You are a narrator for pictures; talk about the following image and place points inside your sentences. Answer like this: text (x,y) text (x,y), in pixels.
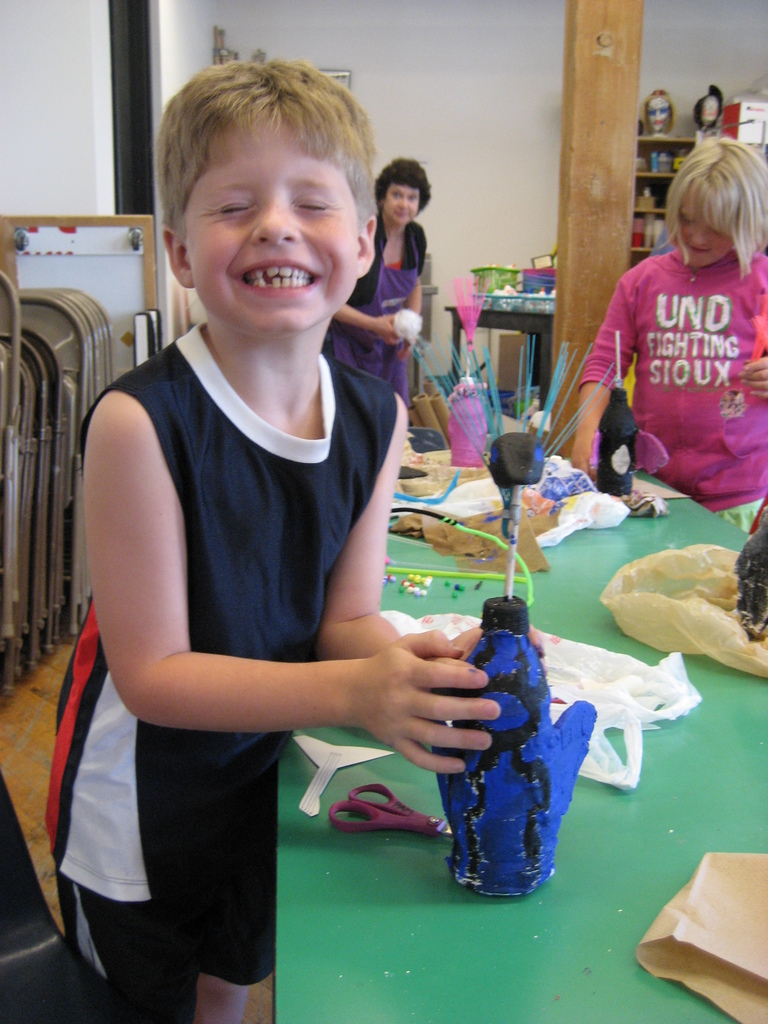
On the left side of the image (231,260) we can see a boy (244,284) is closing his eyes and smiling. He is holding something in his hands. In the middle of the image (378,349) we can see a lady (415,297) is standing and holding something in her hands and a table (564,547) on which some objects (542,489) are there. On the right side of the image (720,367) we can see a girl (738,253) where she wore a pink color dress (658,429) and doing on the table (673,515).
